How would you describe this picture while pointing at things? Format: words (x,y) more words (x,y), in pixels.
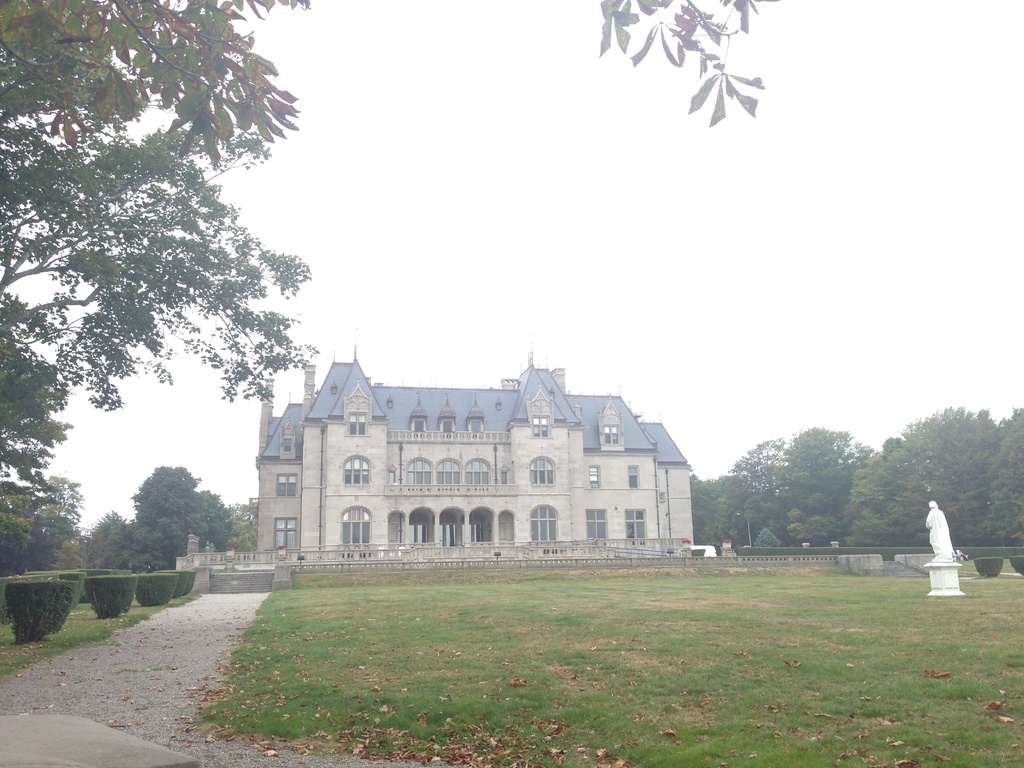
At the bottom of the picture (527,648), we see the grass (423,650) and dry leaves (481,753). On the right side (951,587), we see the shape shrubs (990,570) and the statue (931,588) of a man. In the middle (481,405), we see a building (442,515) with a grey color roof (454,397). On the right side (764,464), we see the trees (783,502). On the left side (104,352), we see the trees (209,518) and shaped shrubs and bushes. In the left bottom (94,719), it looks like a cement bench (116,744). We even see the staircase (248,574) and the railing (285,561) in the middle of the picture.
